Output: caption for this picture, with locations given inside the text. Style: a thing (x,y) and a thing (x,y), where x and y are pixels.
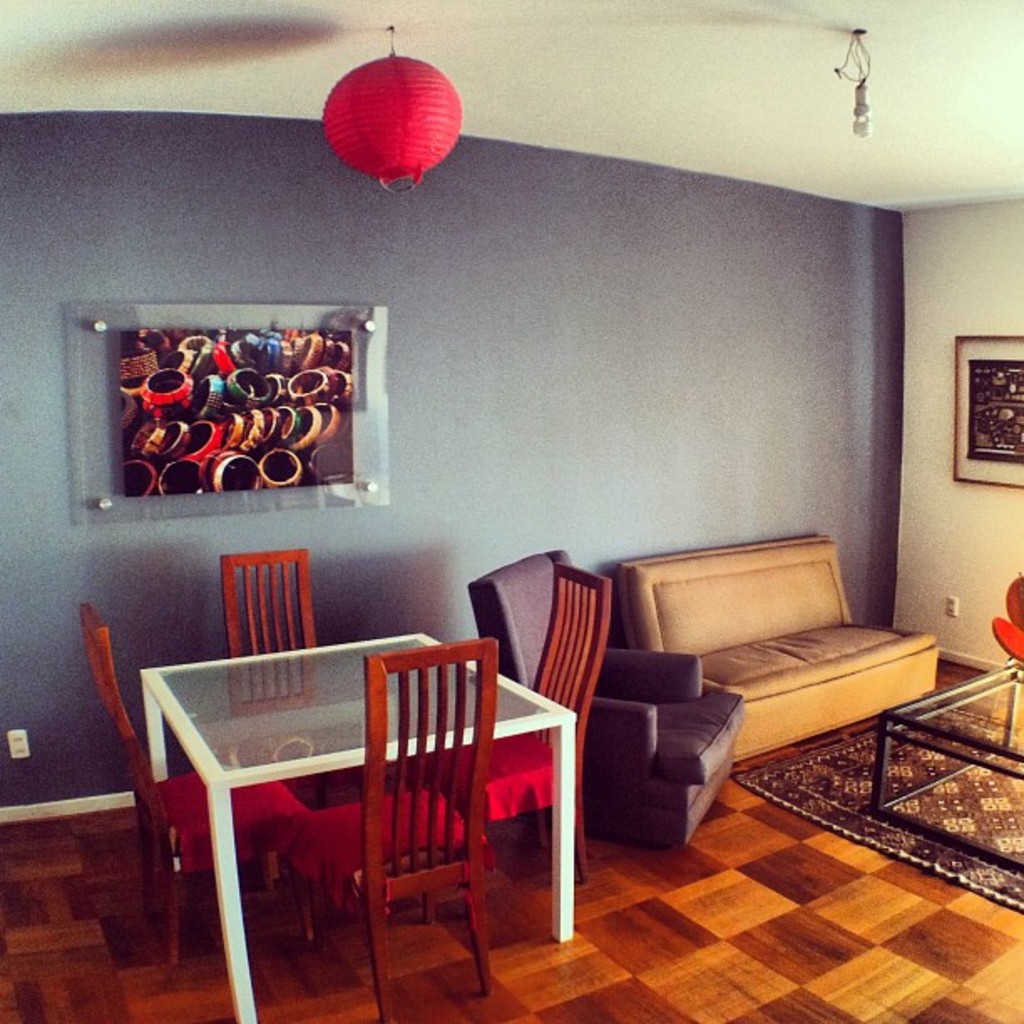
This picture describes about interior of the room (513,693), in this we can see couple of sofas (672,638), table (502,704), chairs (381,729) and wall paintings (966,400).
